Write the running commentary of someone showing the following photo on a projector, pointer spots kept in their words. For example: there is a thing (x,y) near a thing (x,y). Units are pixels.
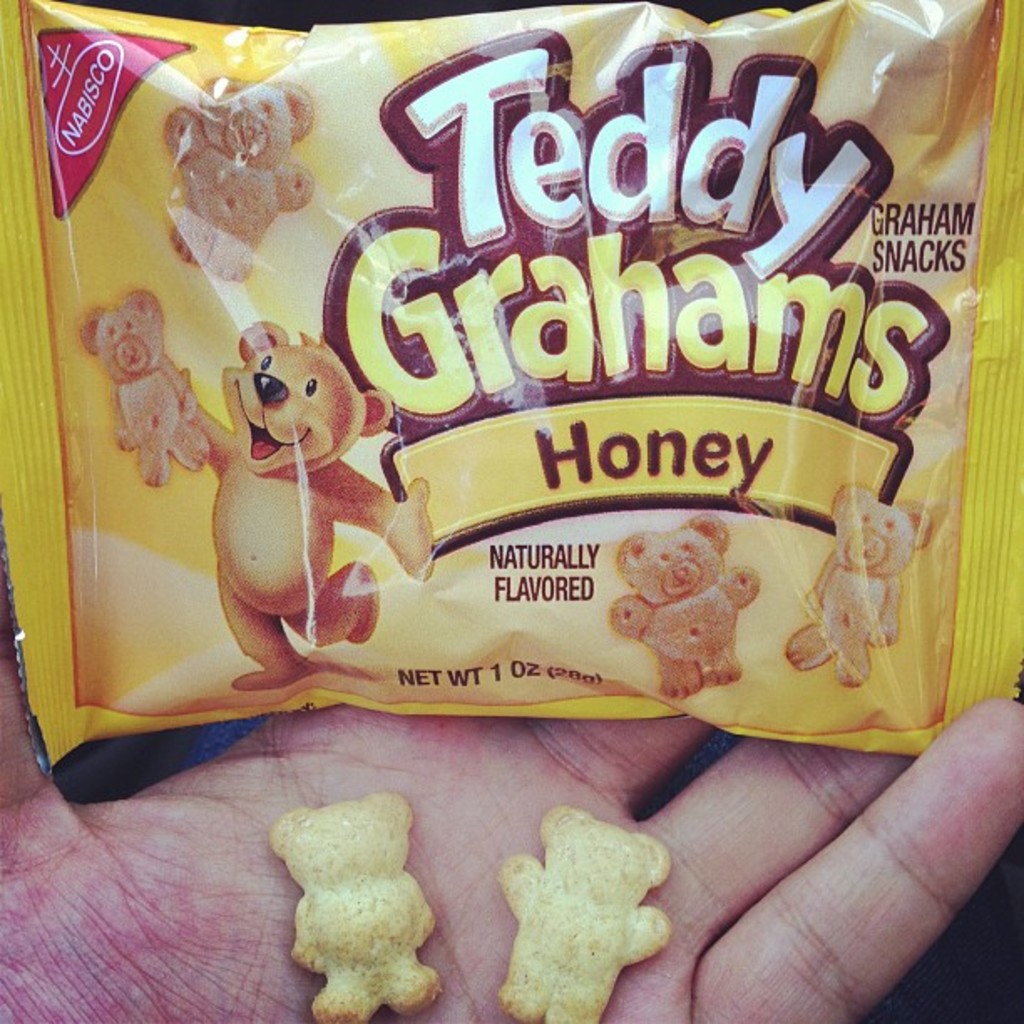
In this picture there is teddy grahams packet (585,487) on a hand (458,819) in the image.
